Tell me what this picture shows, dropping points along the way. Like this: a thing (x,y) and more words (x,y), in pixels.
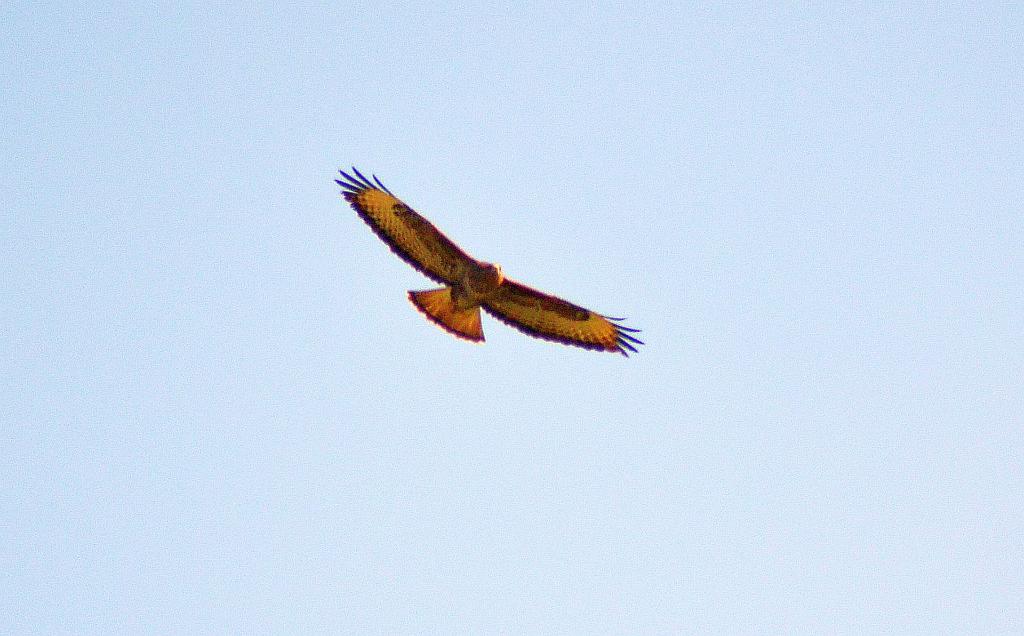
In the image in the center (415,260), we can see one bird (449,308) flying, which is in yellow and red color. In the background (377,339) we can see the sky (494,132).
